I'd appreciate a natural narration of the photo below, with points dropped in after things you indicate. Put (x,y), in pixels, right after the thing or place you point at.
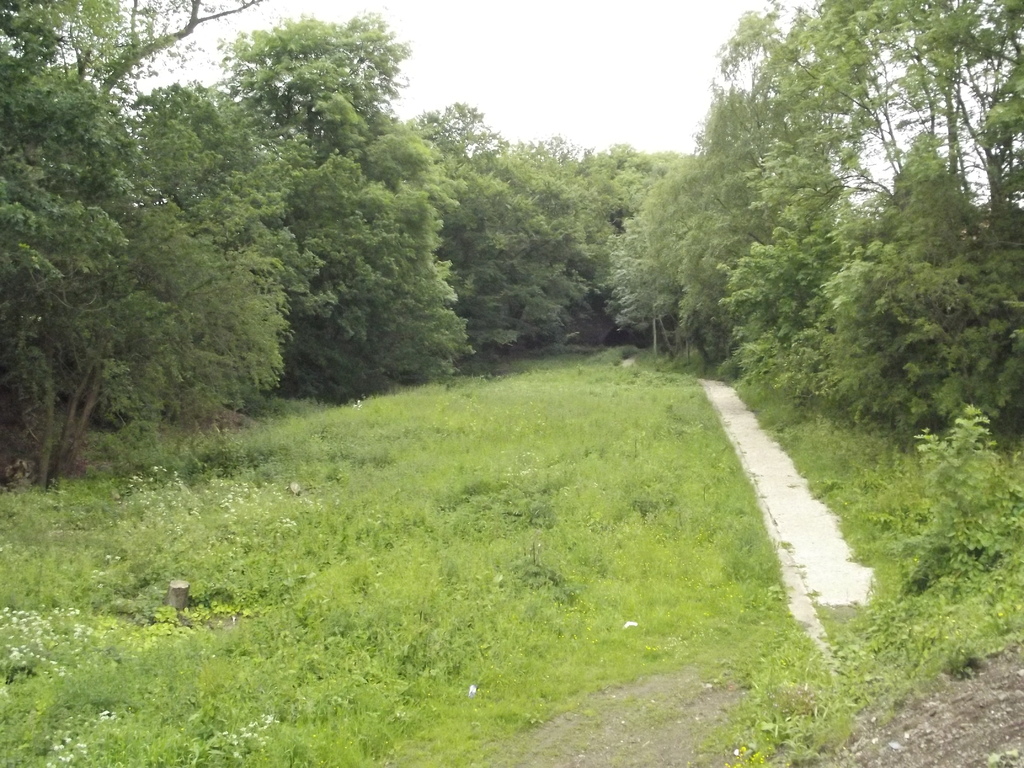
We can see grass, plants (968,417) and trees (680,178). In the background (610,79) we can see sky (569,74).
